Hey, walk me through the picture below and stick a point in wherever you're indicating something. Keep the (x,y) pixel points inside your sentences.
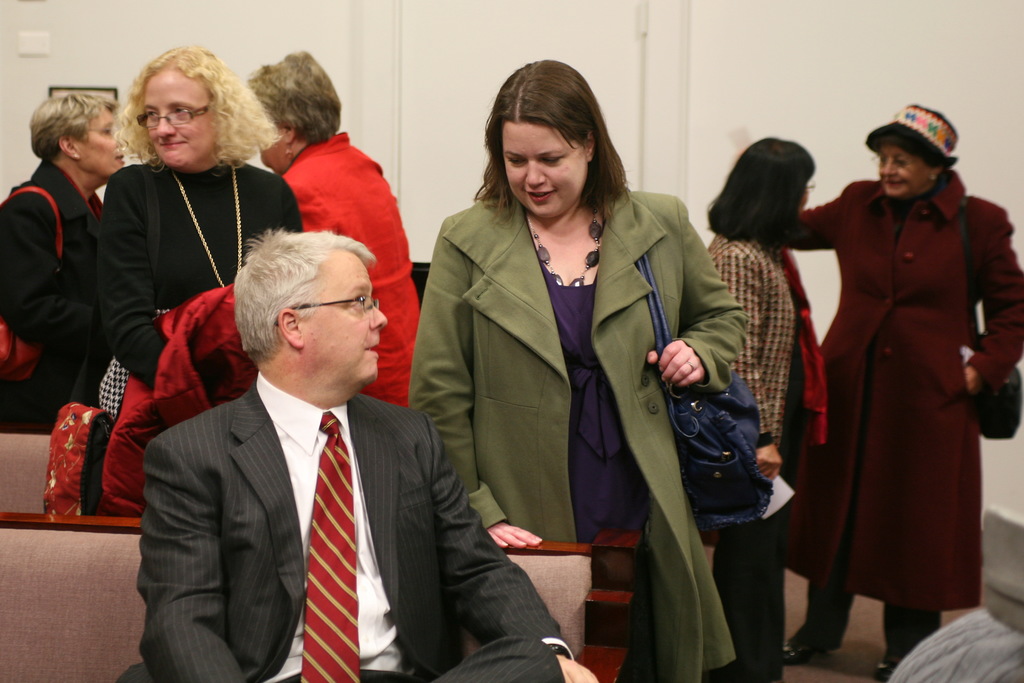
In this image, we can see people (401,465) standing and wearing bags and one of them is sitting on the bench (137,625). In the background (607,63), there is a wall (762,133) and at the bottom (821,656), there is floor (851,653).
